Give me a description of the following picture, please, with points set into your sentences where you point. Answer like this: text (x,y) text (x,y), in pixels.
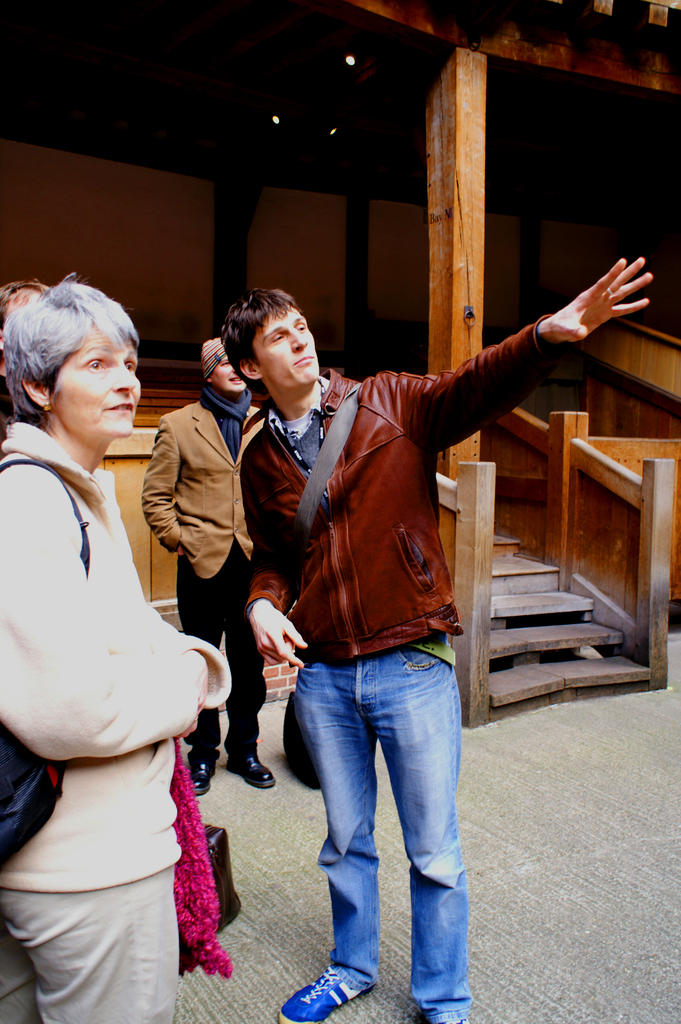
In this image, we can see people (207,520) wearing bags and in the background (543,598), we can see a shed (523,239) and stairs (587,669).
